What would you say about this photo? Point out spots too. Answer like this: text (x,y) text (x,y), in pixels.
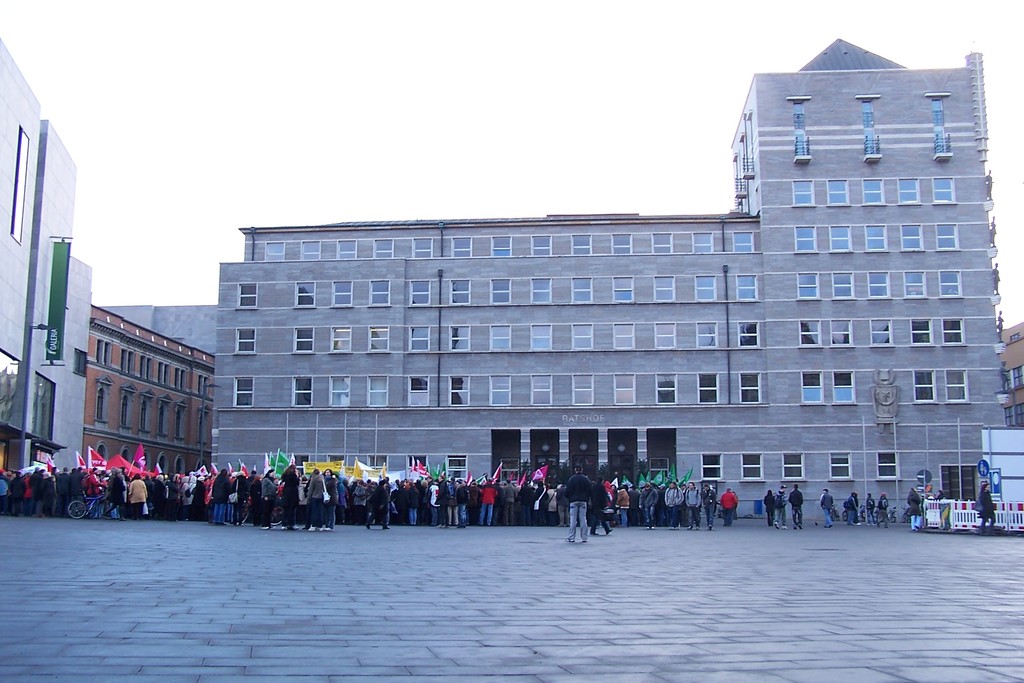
In this picture we can see a group of people (887,518) standing on the ground (629,625) where some are walking, banners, flags (282,465), bicycle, fence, sign boards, buildings (509,354) with windows (880,285) and some objects (1011,433) and in the background (346,130) we can see the sky (572,172).
